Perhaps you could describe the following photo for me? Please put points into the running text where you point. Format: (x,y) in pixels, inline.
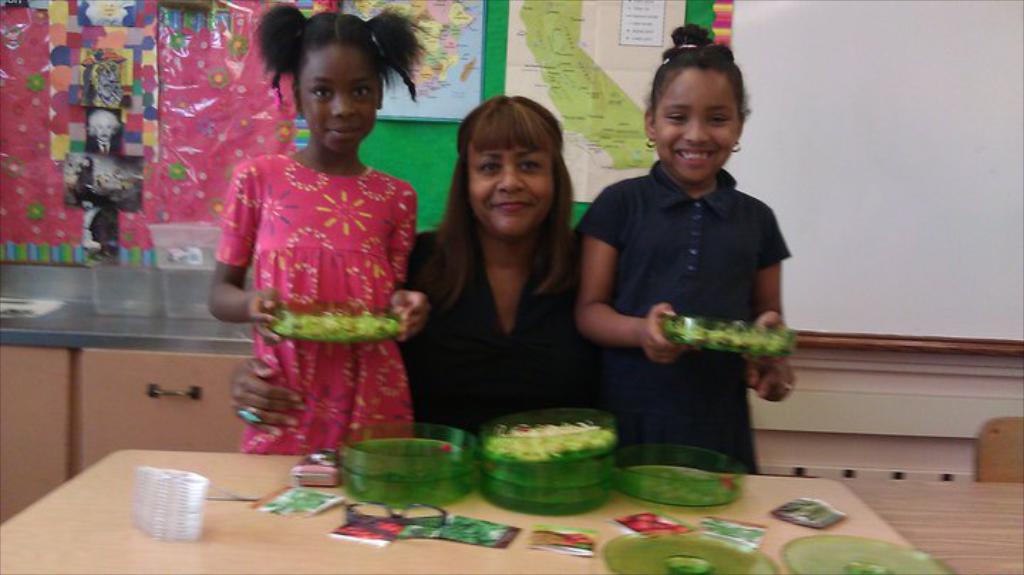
In this image there is one woman (473,295) and two girls (360,284) are there, and in the bottom (67,531) there is one table (71,519) on that table (745,491) there are some bowls (517,464) and some papers (296,499), cards (338,532), and spoons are there. On the background (105,83) there is a wall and on that wall (200,50) there are some posters (548,13) and one board (920,147) is there.
